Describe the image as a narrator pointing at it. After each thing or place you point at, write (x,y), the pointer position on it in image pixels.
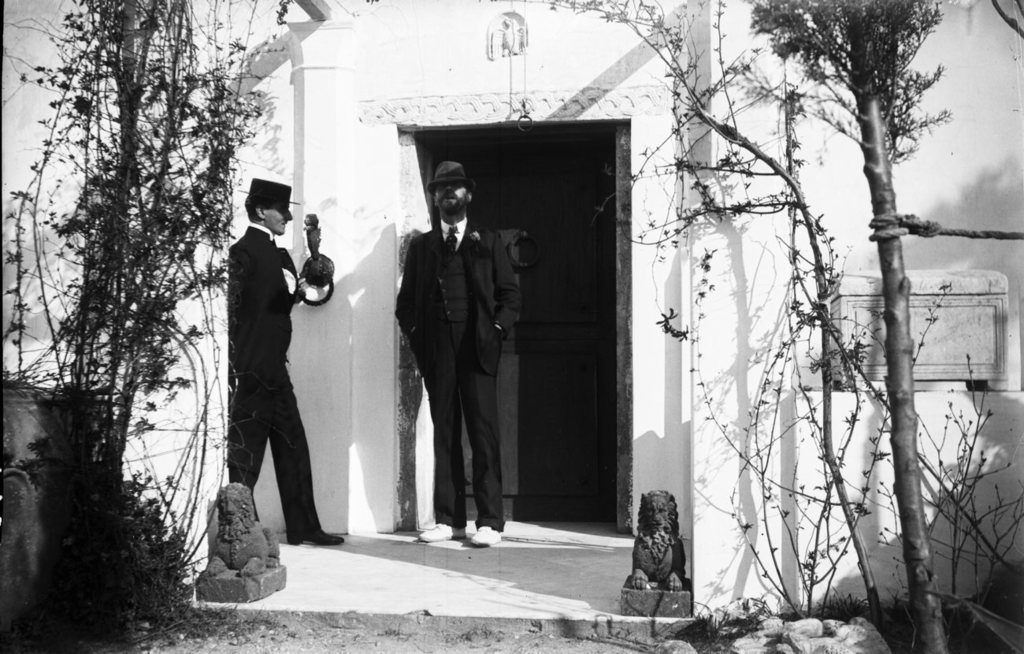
This is a black and white image, where there are two persons (298,532) are standing, and there is a house (544,311), there are trees (839,50), plants (184,630), sculptures (262,595).
